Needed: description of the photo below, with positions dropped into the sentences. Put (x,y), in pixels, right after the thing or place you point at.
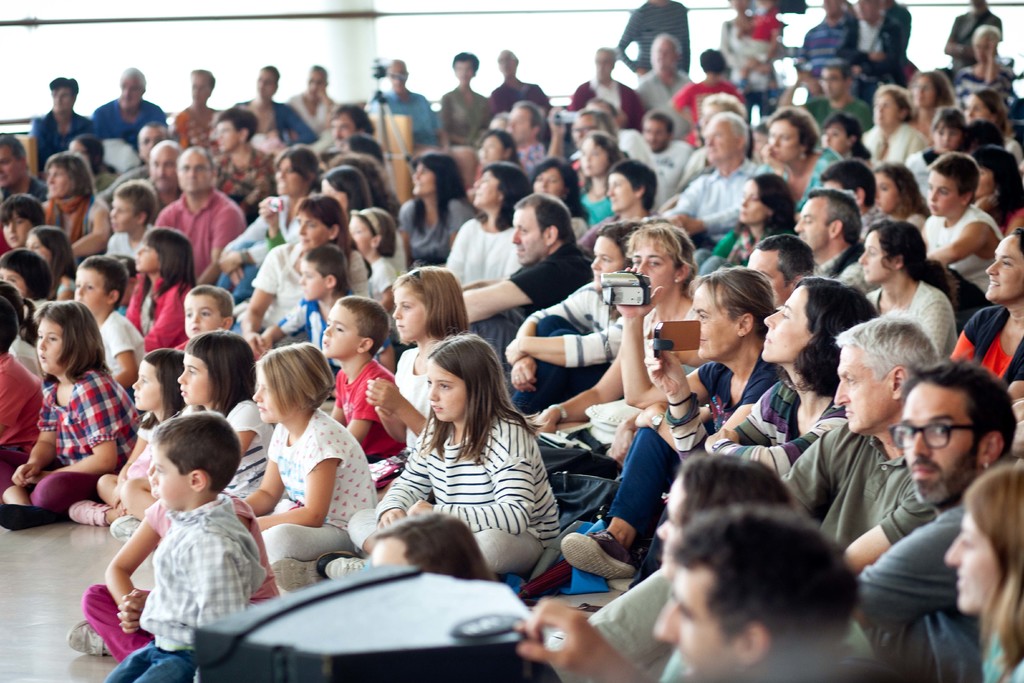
In this picture I can see few people (190,277) seated on the floor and few are seated on the chairs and I can see few of them holding cameras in their hands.
